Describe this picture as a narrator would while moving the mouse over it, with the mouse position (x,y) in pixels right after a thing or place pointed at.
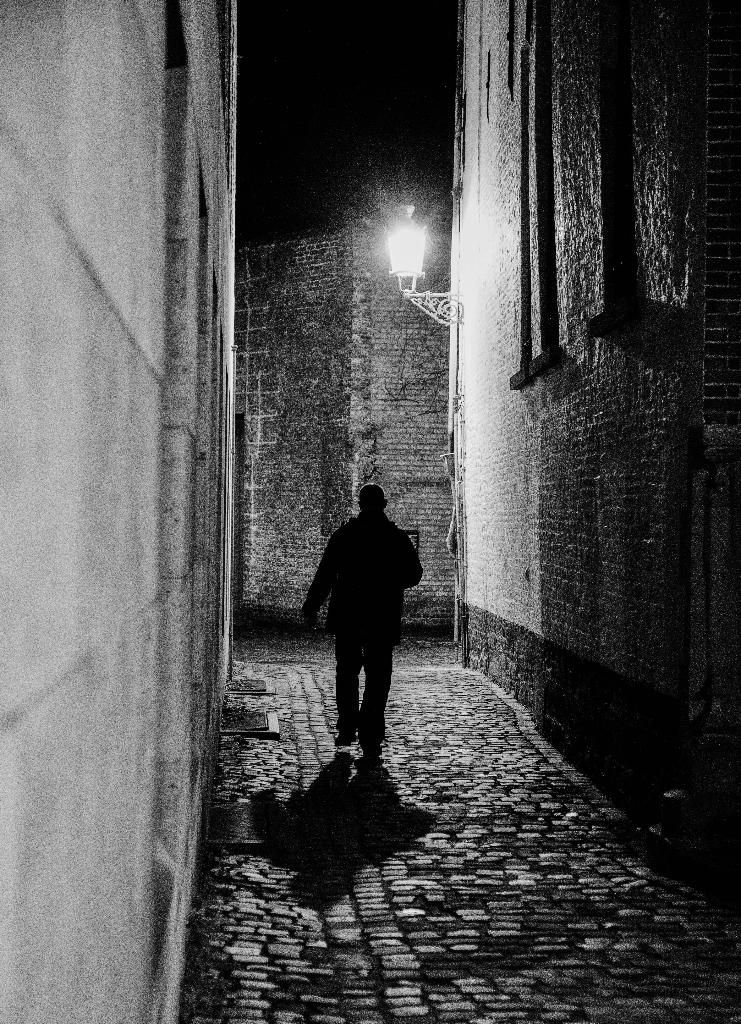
In this picture there is a man (416,551) walking in the lane (329,924) and cobblestones (409,955) on the ground (356,783). On both the side there is a wall (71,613) and in the front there is a lamp (393,225).
